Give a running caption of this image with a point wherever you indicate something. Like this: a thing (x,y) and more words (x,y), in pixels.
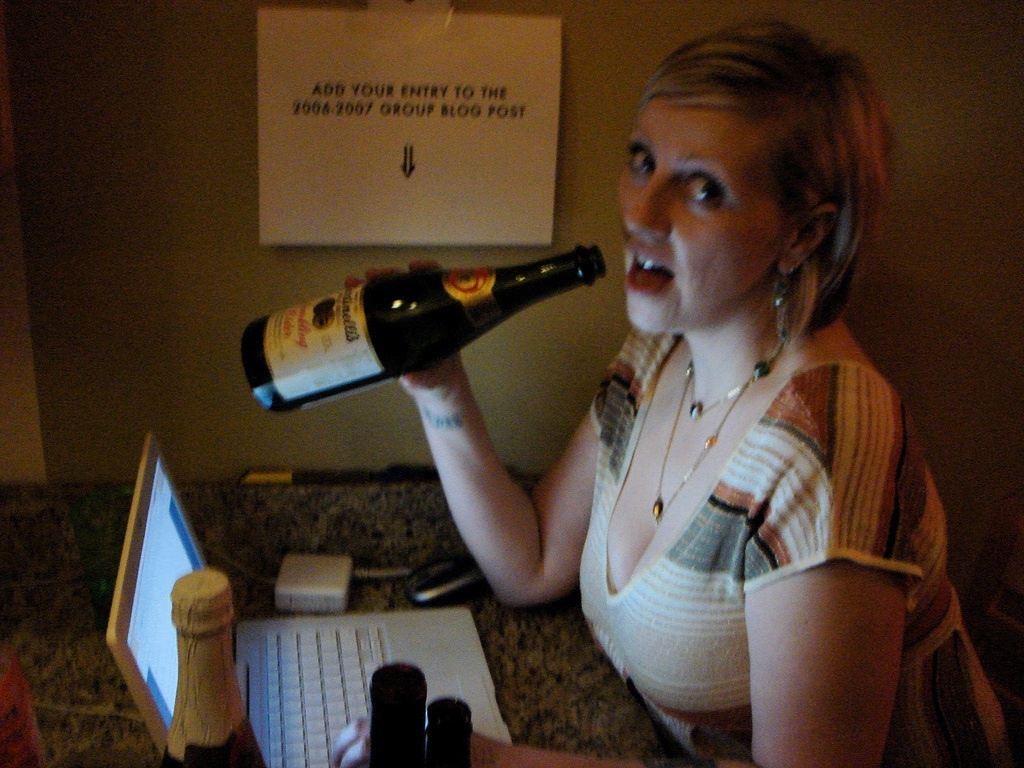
This picture shows a woman (459,440) seated on the chair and holding a beer bottle (426,316) in her hand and we see couple of bottles (186,643) and a laptop (364,674) on the table (392,533).
